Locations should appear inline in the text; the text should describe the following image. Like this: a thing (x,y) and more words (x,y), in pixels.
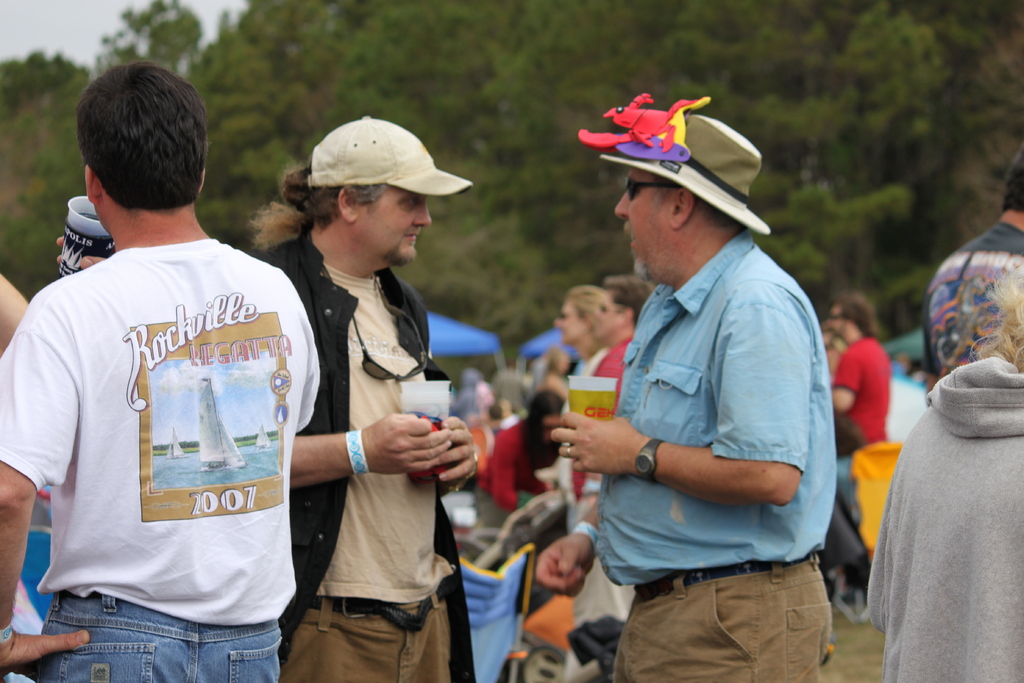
In the middle of the image (365,318) few people (75,645) are standing and sitting and holding cups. Behind them there are some tents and trees (549,258).
